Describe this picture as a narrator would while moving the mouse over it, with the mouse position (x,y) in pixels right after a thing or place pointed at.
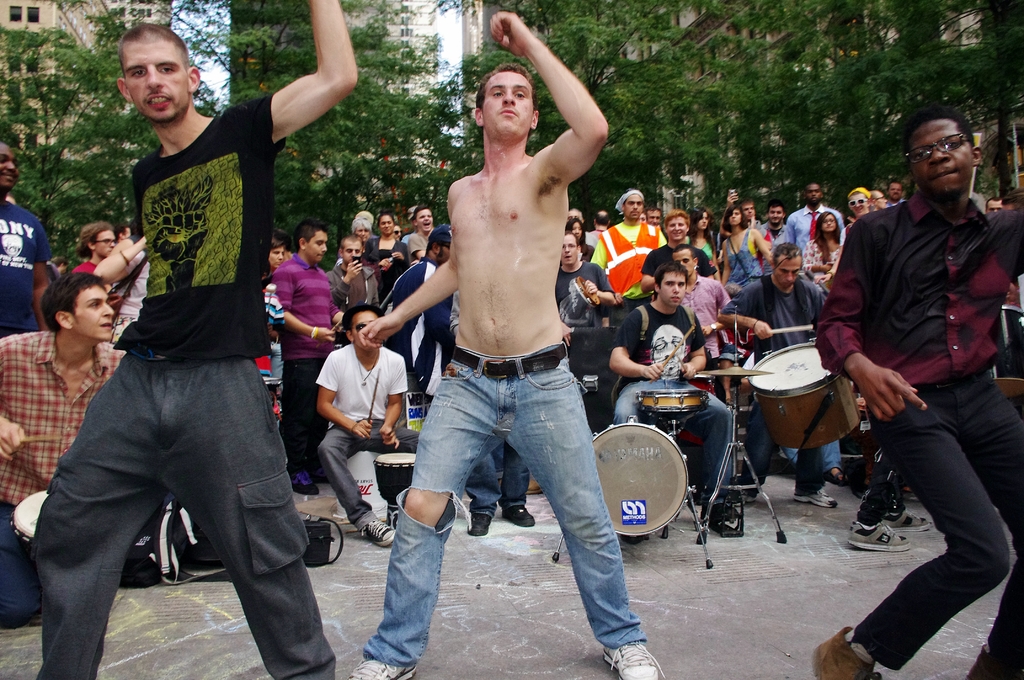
This Image is clicked outside. There are trees (653,5) on the top (752,103) and buildings (1022,80) on the right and left side. There are people (681,221) standing in this image. There are some people (644,376) who are playing musical instruments (406,459) and three of the people (465,277) are dancing.
